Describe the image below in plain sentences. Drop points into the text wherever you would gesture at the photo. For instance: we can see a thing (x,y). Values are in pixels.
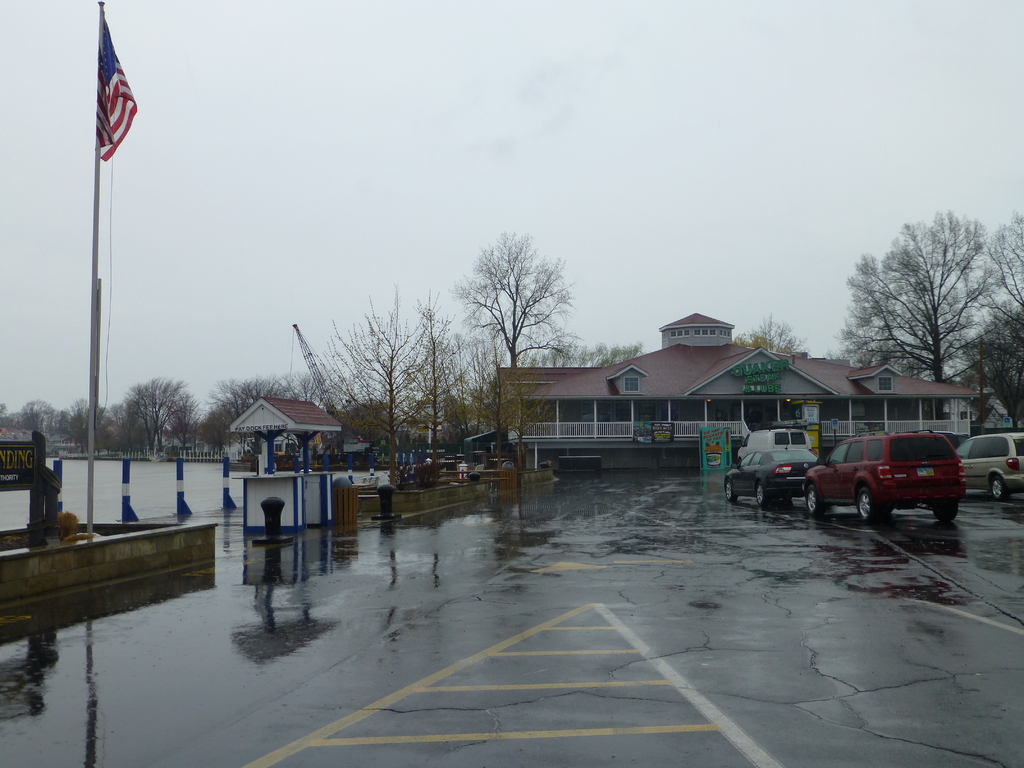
In the right side (807,468) few cars (873,490) are there on this road (902,521), in the middle (675,381) it is a house (708,420). In the left side (229,409) there are trees (533,350).
